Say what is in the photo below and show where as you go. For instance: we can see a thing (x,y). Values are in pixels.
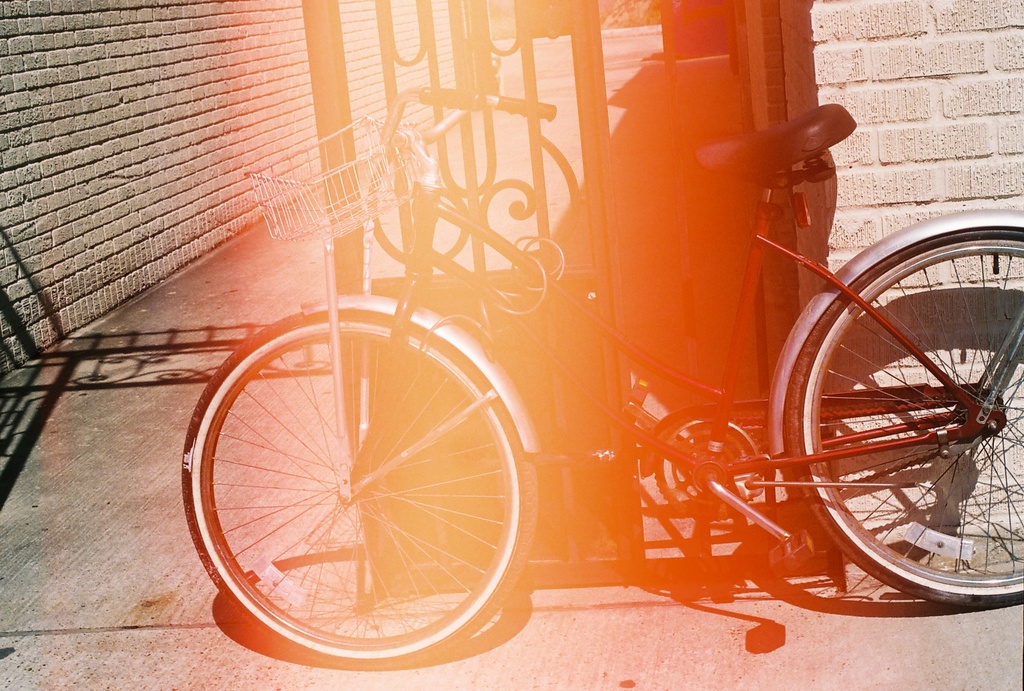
In this image we can see a bicycle (528,434) parked on the pathway (796,596) beside a door (616,509). We can also see a wall (155,148).
